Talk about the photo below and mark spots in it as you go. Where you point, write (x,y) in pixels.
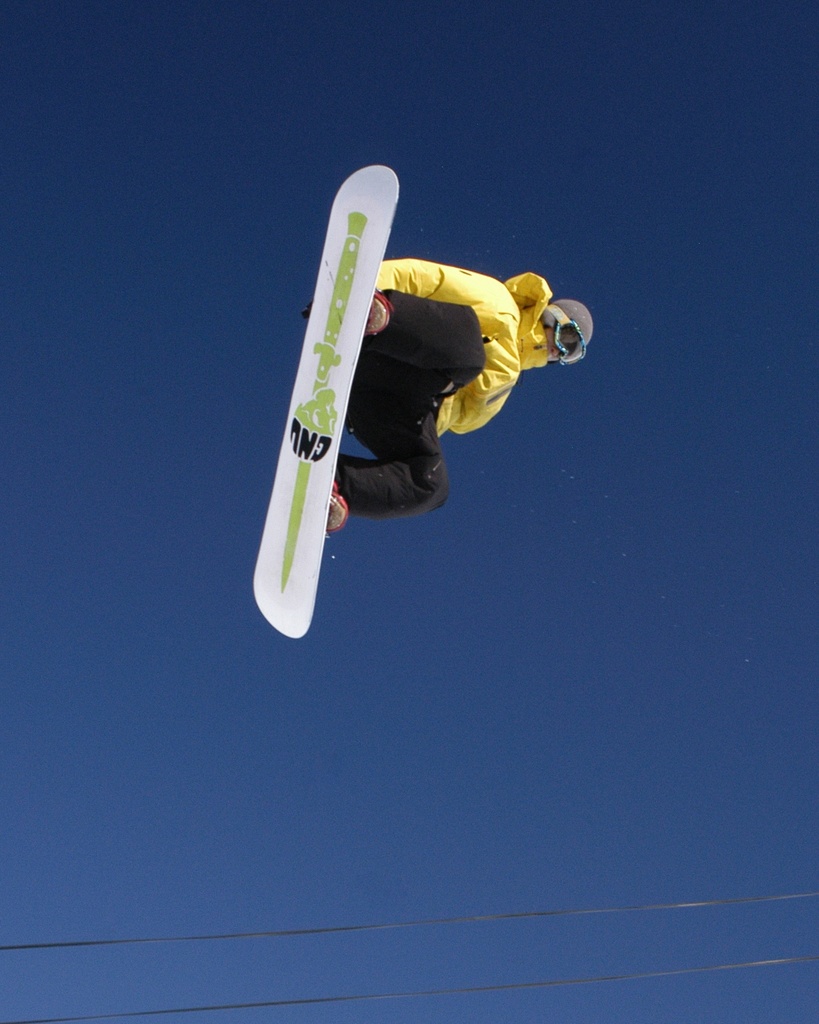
A person (457,323) is in the air with snowboard (282,534). Sky (797,350) is in blue color.
